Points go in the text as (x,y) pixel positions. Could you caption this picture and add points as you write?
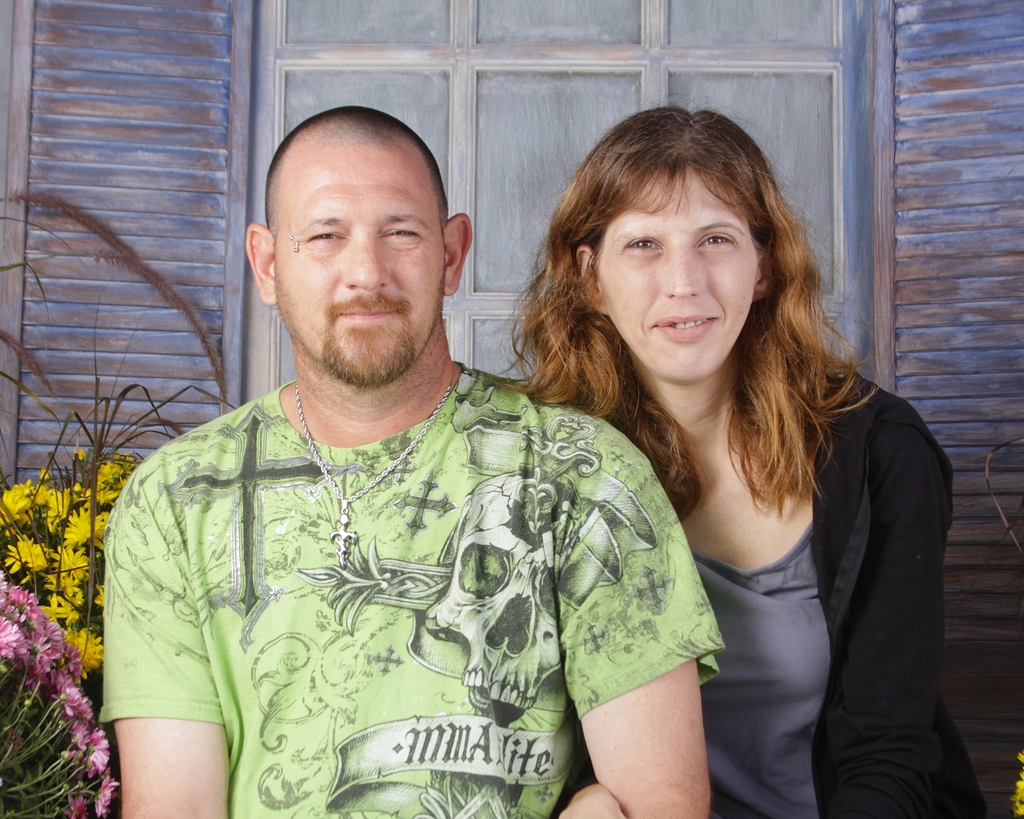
In this picture there is a man (424,595) with green t-shirt (545,560) and there is a woman (790,267) with black jacket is sitting. At the back (439,107) there is a window (305,96) and there are window blinds (20,111) and there are flowers (69,805) and plants (39,569).
